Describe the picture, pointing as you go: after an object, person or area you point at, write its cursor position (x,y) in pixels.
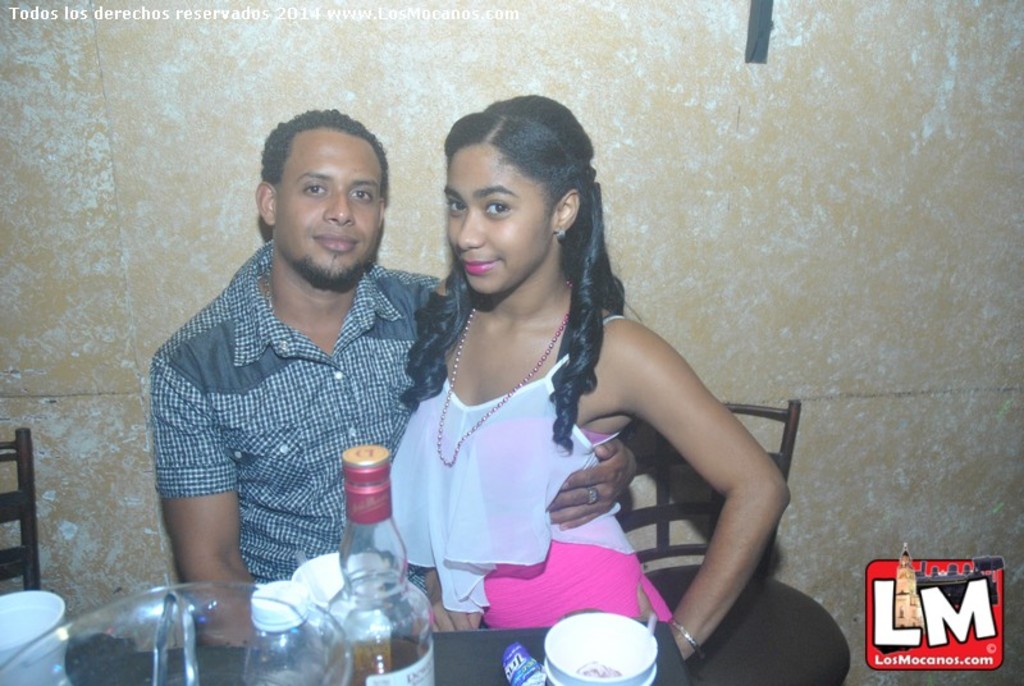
In this image there are 2 persons (408,373), at the right side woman (548,395) is sitting on the chair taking support of the man (388,389) in the center (385,359). The man (320,383) in a center is holding a woman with his hand (587,489) and having smile on his face (336,238), in front (582,651) there is a bottle (397,642), cup (571,643) which is kept on the table (485,660). In the background (154,138) there is a wall (567,97). At the bottom right (950,617) we can see a alphabets (937,626) as L. M los mocanos. com.
